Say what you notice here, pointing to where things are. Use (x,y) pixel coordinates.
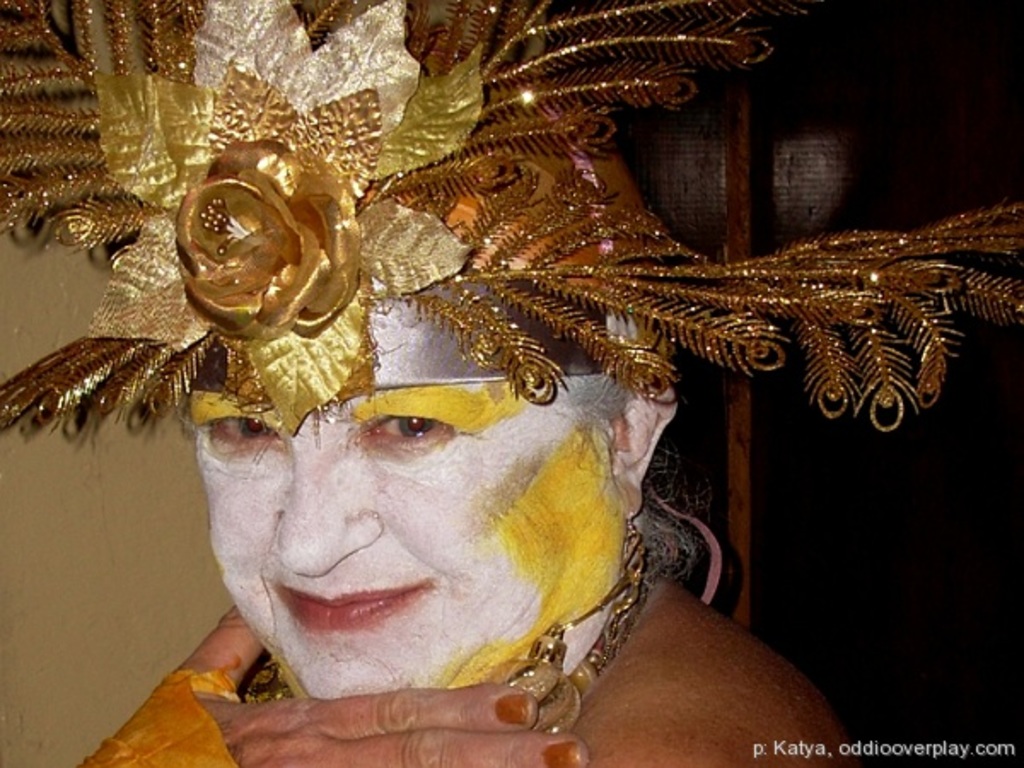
In this image we can see a person (436,629) wearing a costume (298,8). In the background of the image (123,523) there is wall (110,546). At the bottom of the image (972,752) there is text (937,751).
